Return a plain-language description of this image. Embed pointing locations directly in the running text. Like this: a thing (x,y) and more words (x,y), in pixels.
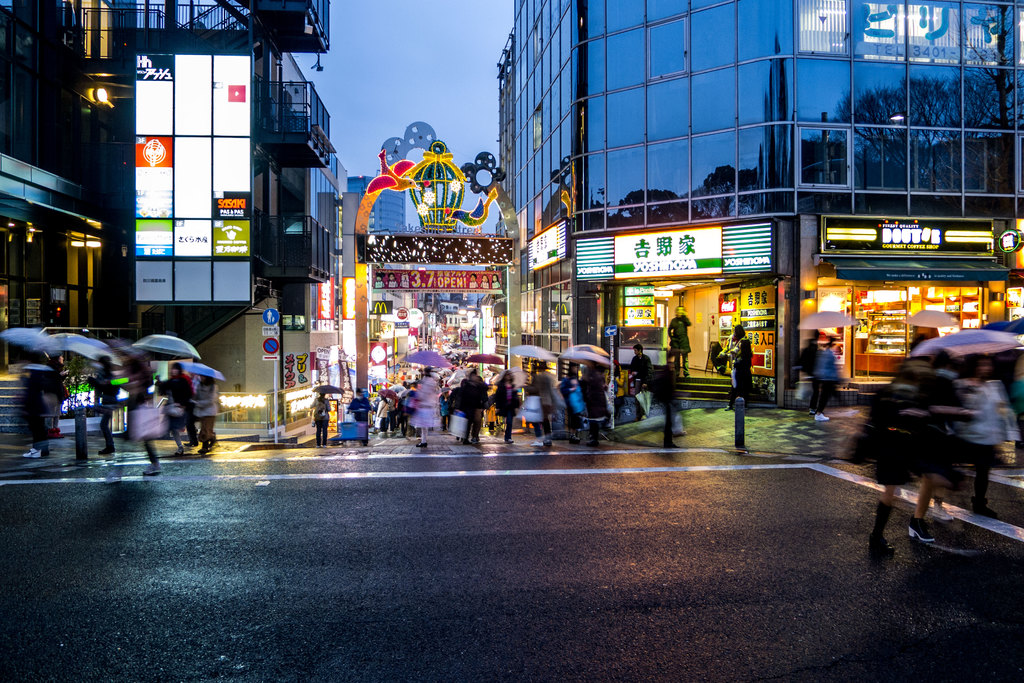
In this image we can see a building (565,271) and some shops (659,282) under it. In the center of the image (455,425) there is a crowd (494,375) under an arch (464,254). We can also see some people (509,396) walking on the roads (565,538) holding the umbrellas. We can also see some lights (433,159) and the sky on the backside (431,222).
